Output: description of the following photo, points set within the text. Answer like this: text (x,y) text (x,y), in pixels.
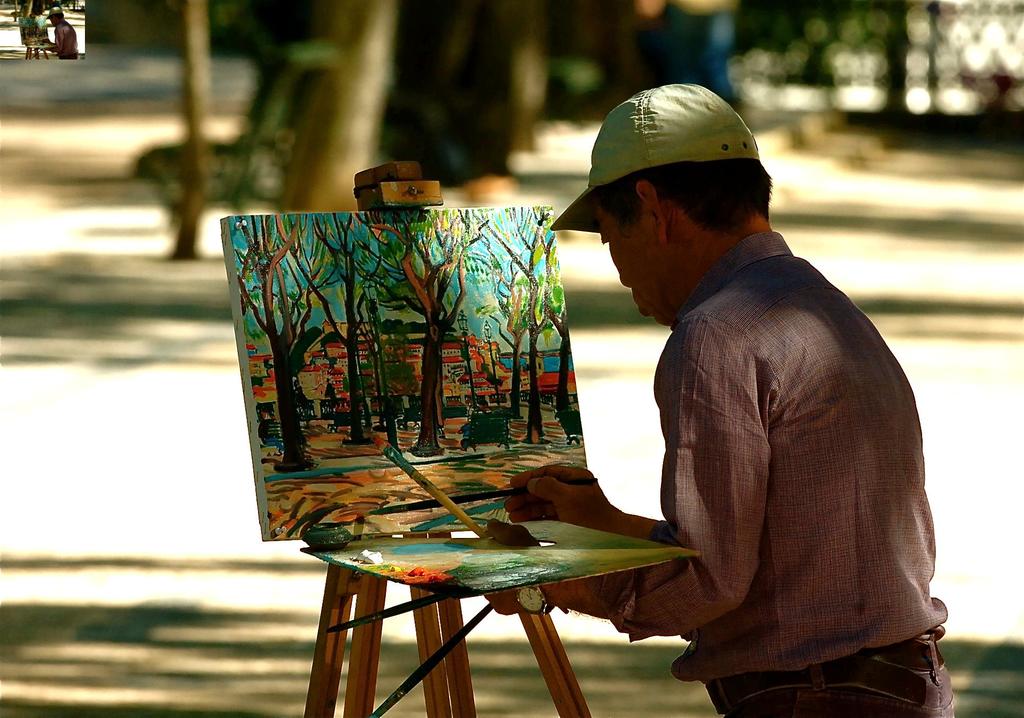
In this image, at the right side (908,649) there is a man (818,451) standing and he is holding a painting brush (496,492), there is a wooden stand (351,674) on that there is a painting (240,372) kept, there is a blur background (220,273) and there are some trees (502,67).
